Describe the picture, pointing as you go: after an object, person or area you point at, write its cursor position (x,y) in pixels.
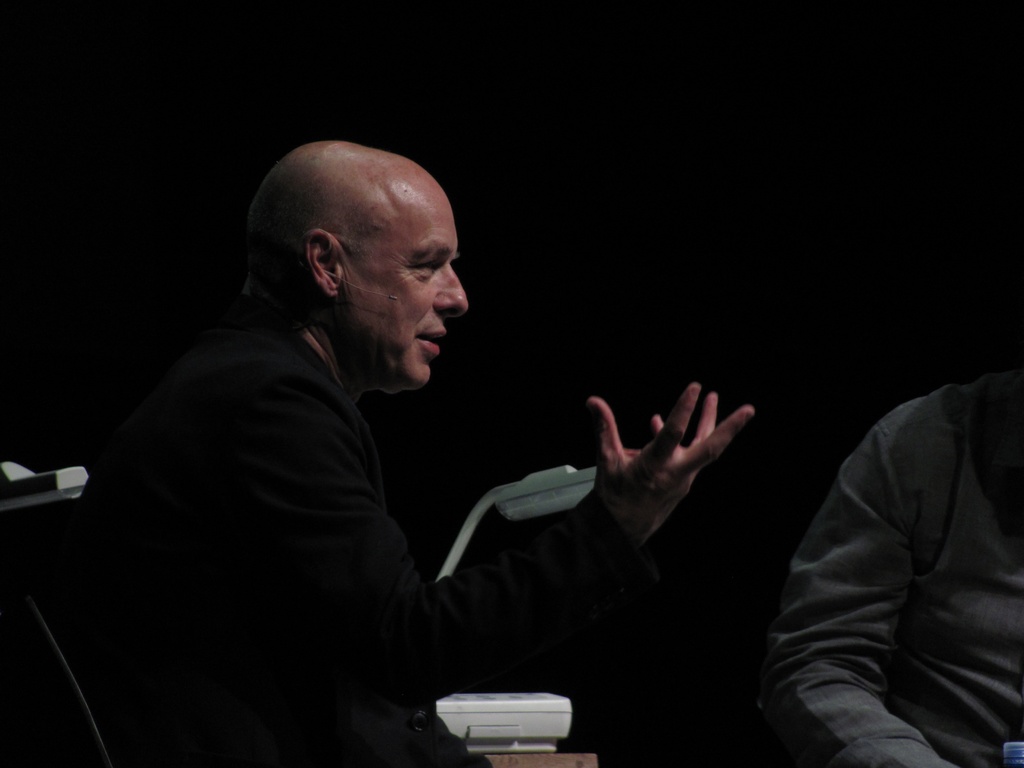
In this image in the front (281,540) there is a person (328,595) speaking. On the right side (937,529) there is a person (895,575) wearing grey colour shirt (921,592). In the background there are objects (21,502) which are white in colour.
